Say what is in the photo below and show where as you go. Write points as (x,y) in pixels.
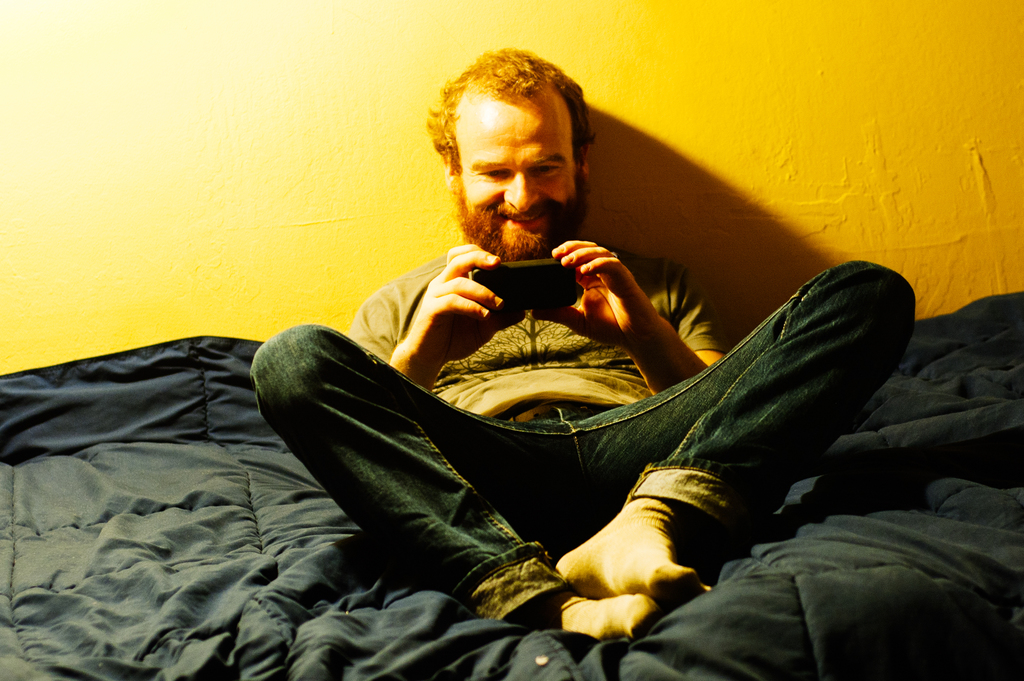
In the center of the image (554,445) we can see a man (564,395) sitting and holding a mobile (549,261). At the bottom (293,659) we can see a blanket (425,614). In the background (848,163) there is a wall (262,52).
